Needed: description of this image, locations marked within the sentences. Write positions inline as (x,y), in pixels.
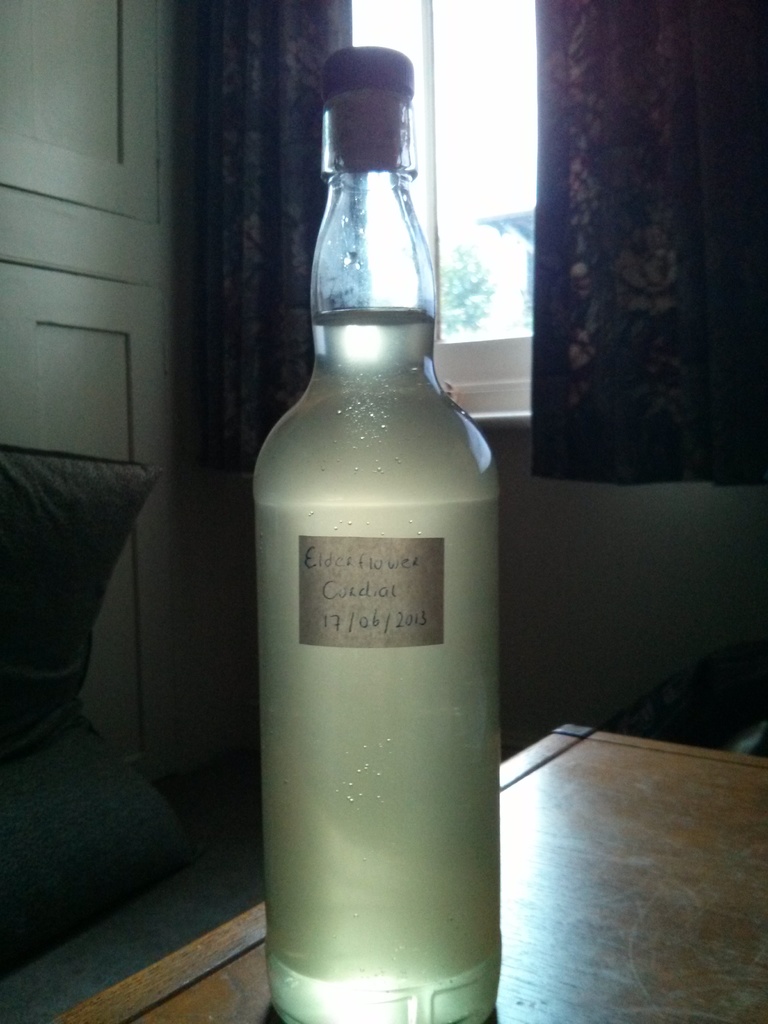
In this image I can see a bottle (391,597) on the table (599,869). And I can also see a window (460,169) and curtain (613,160) to the wall (190,247).
